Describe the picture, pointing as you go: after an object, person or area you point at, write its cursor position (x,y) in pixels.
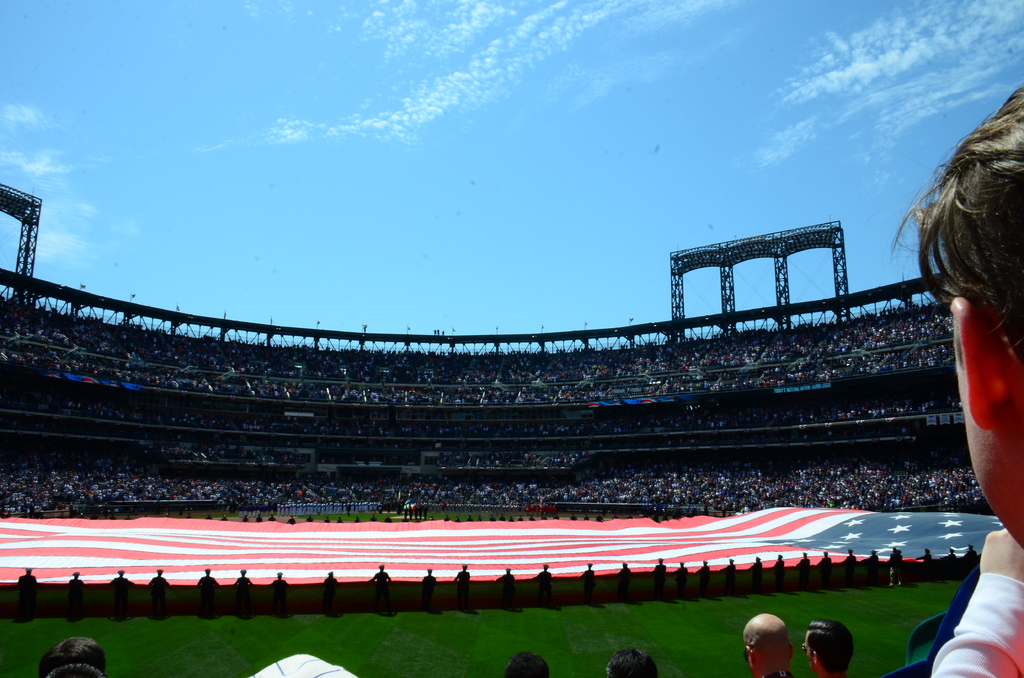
In this image, we can see a stadium (314,374) and there is a crowd (554,393) and we can see a flag (645,548) and some people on the ground (755,596). At the top (616,82), there are clouds (491,44) in the sky (704,126).
